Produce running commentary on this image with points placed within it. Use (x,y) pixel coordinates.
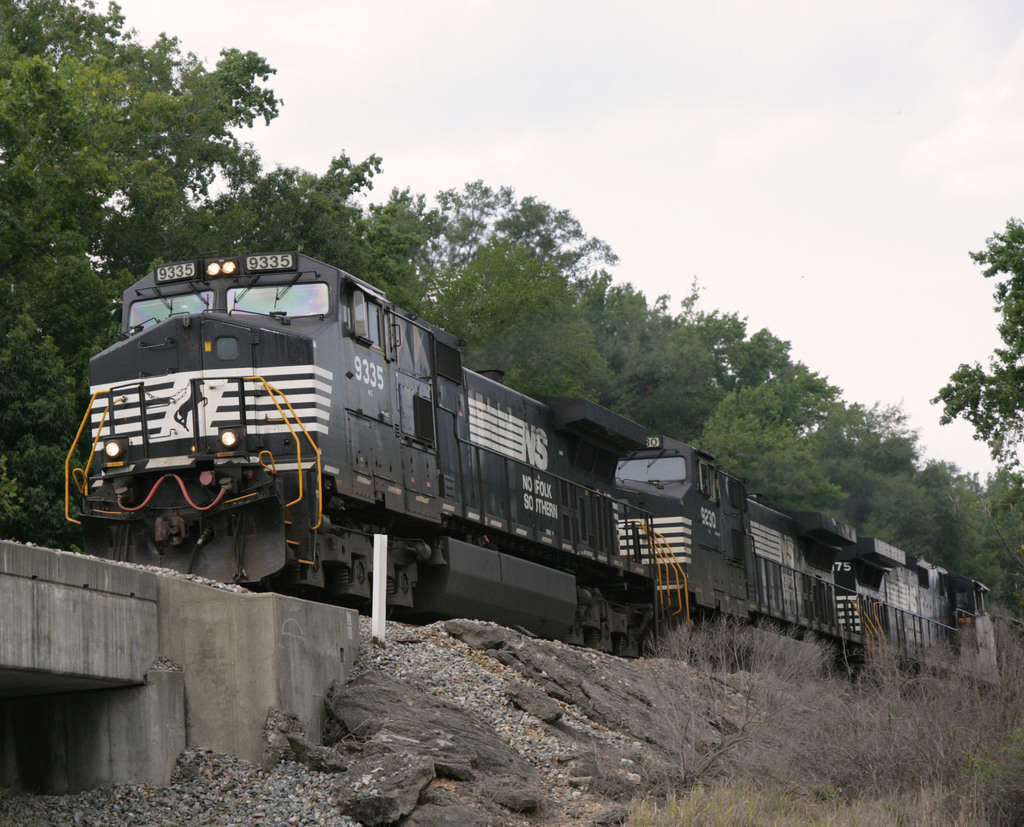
In this picture we can see a train (413,430). On the left side of the image (54,594), there is a bridge (39,600). On the right side of the image (738,661), there is grass (867,733). Behind the train (388,491) there are trees (128,157) and the cloudy sky (723,127).
